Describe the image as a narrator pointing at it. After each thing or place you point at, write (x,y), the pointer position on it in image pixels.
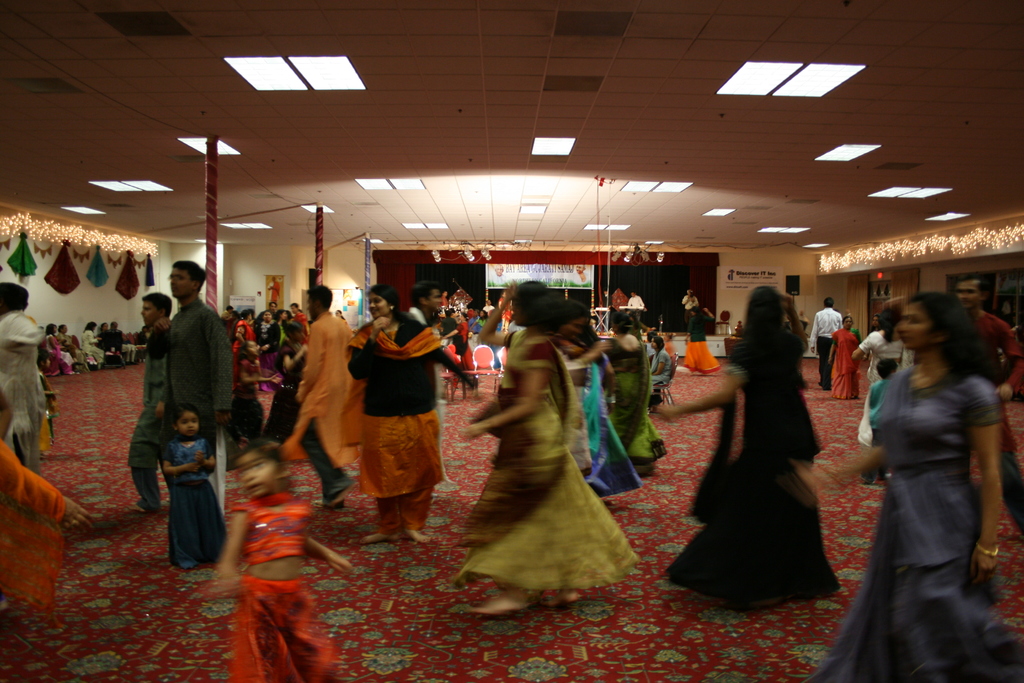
In the center of the image (531,387) we can see people (906,387) dancing. In the background (556,141) there is a board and we can see lights (570,145). On the left (140,273) there are curtains (55,279). At the bottom (431,648) there is a carpet (623,636).
